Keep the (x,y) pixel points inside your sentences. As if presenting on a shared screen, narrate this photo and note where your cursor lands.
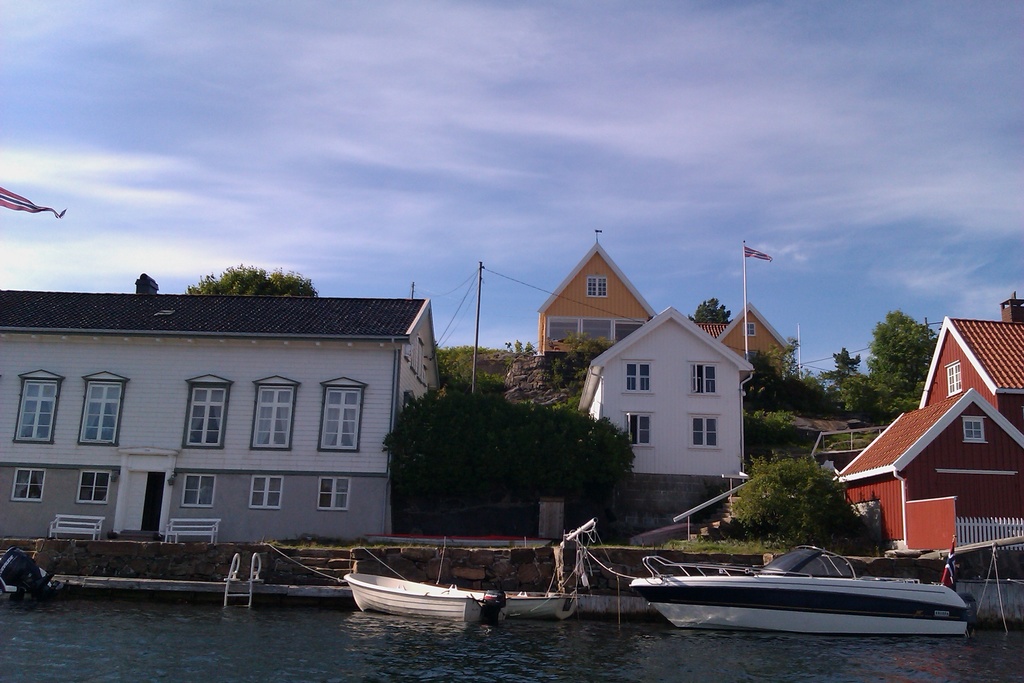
In this image I can see water (429,654) in the front (329,643) and on it I can see few boats (769,565). On the right side of the image (951,553) I can see a flag (952,572) on the boat (947,621). In the background (995,487) I can see few buildings (665,410), number of trees (520,417), few poles (476,374), two flags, few wires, clouds (239,212) and the sky (472,215). On the left side of the image (211,517) I can see two white colour benches (197,536).
